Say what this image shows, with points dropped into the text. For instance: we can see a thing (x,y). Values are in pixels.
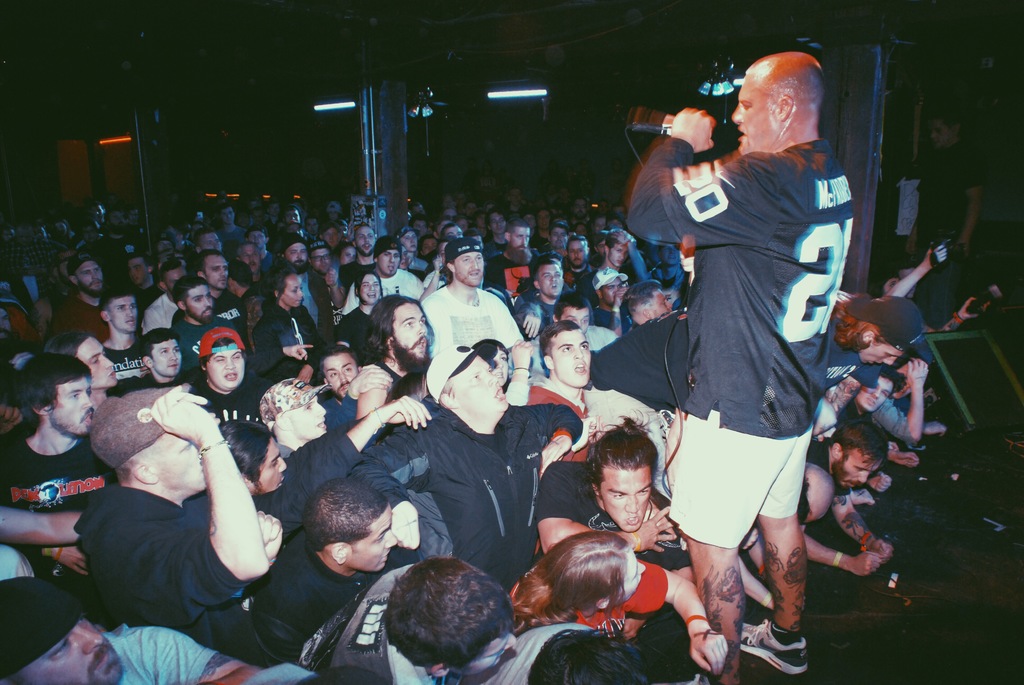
This picture seems to be clicked inside the hall (747,239). On the right (834,164) there is a person (773,189) wearing t-shirt (759,201), holding a microphone (651,128), standing and seems to be singing. On the left (206,317) we can see the group of persons (430,420) standing. In the background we can see the lights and many other objects (893,47).
